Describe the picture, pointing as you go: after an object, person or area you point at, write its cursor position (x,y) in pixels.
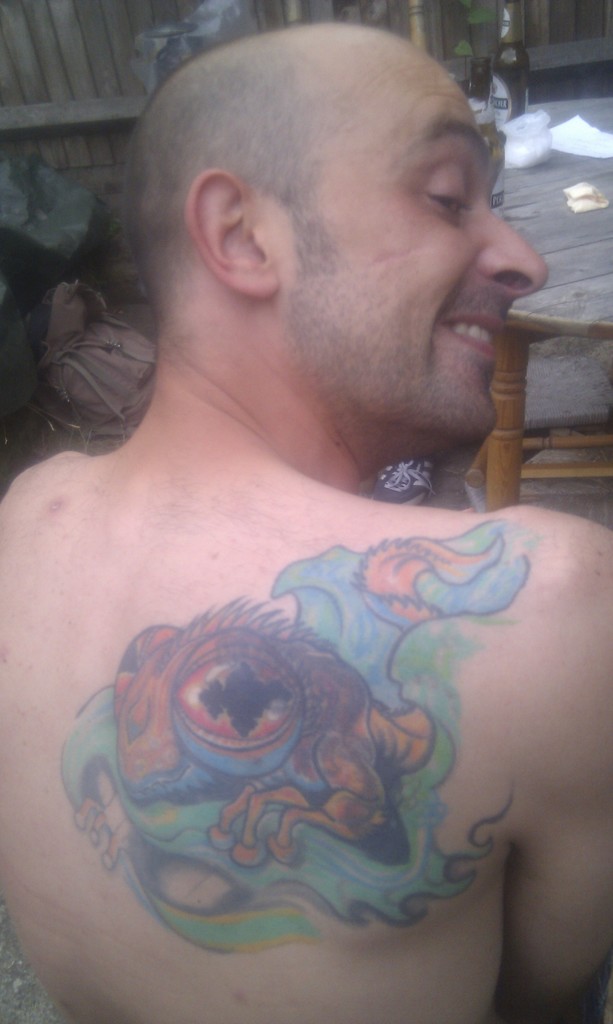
In this picture we can see a man (429,697) is smiling, there is a tattoo (399,837) on his body (399,837), in the background (590,297) we can see a table (590,262) and a chair (508,475), there is a cover (534,128), a paper (556,135) and two bottles (509,97) present on the table (550,111), on the left side (135,362) we can see a bag (105,348).
